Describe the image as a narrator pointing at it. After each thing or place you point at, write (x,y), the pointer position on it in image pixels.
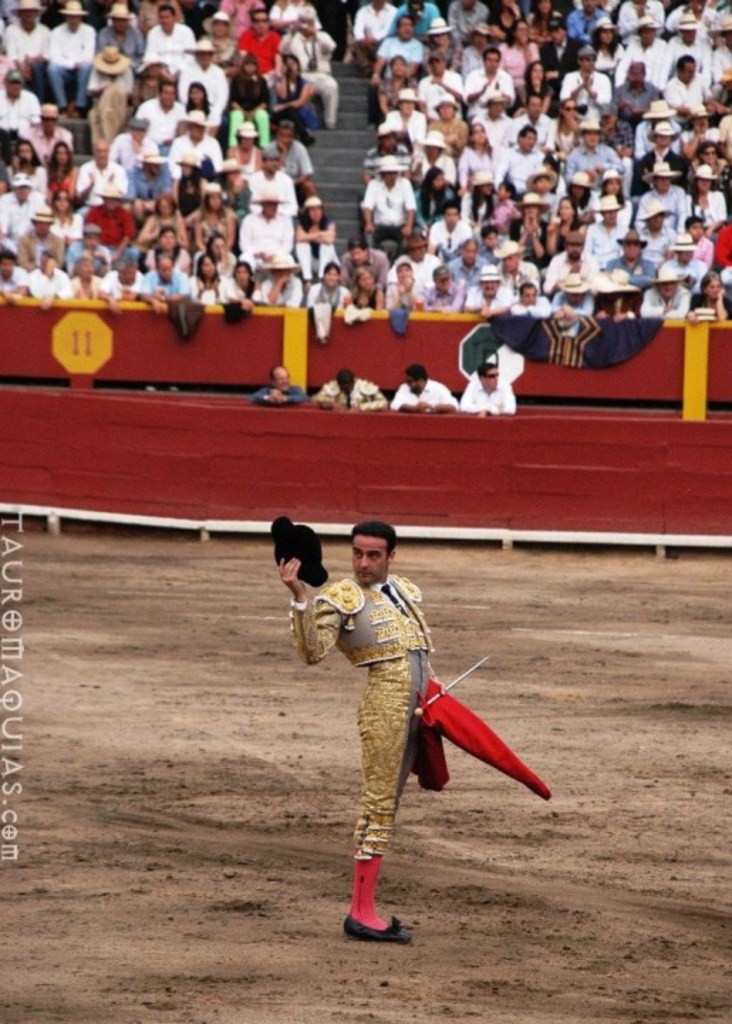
As we can see in the image there are many people (293,280), stairs (359,118), chairs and the man (367,711) in the front (367,711) is holding a black color hat (321,579).
